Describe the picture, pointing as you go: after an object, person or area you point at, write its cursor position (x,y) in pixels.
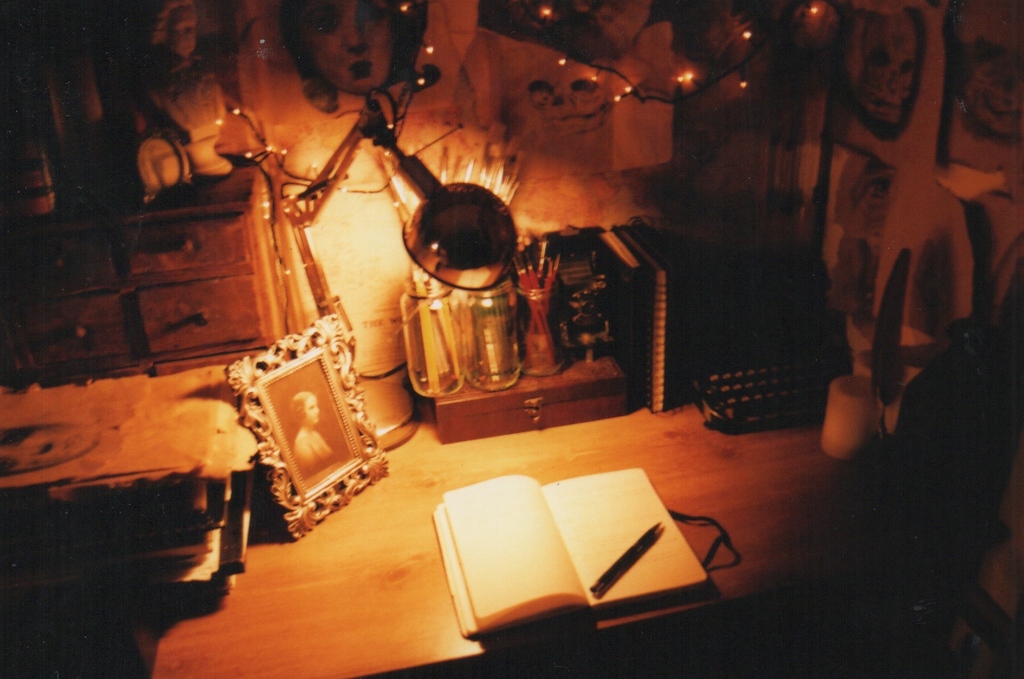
In this picture we can see a table (230,591), on this table (244,591) we can see a book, pen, photo frame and some objects (118,534).
